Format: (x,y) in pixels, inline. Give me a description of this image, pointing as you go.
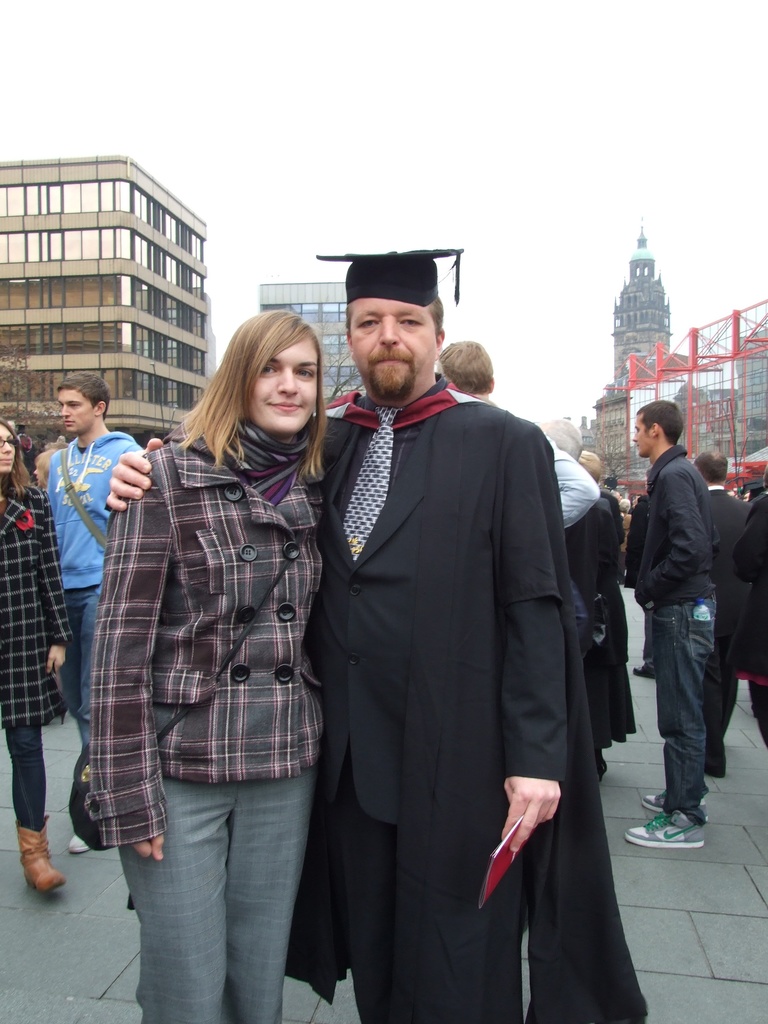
In this picture I can see few people (448,655) are standing and I can see a man (452,535) is wearing a cap (346,292) on his head (346,292) and he is holding a paper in his hand (526,784) and I can see buildings (737,385) in the back (41,208) and I can see sky (420,119).
